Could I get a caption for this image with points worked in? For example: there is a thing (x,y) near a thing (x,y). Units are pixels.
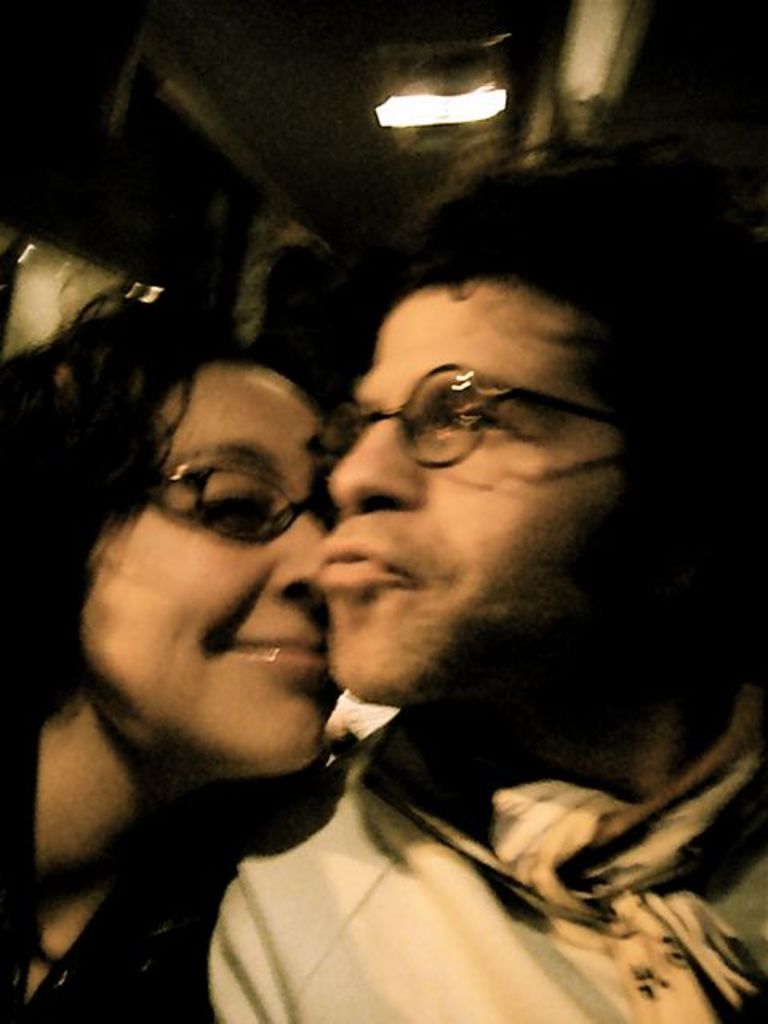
In this picture I can observe a couple (249,586). Both of them are wearing spectacles (459,454). The picture is partially blurred. In the background (428,107) I can observe a light (443,107).
